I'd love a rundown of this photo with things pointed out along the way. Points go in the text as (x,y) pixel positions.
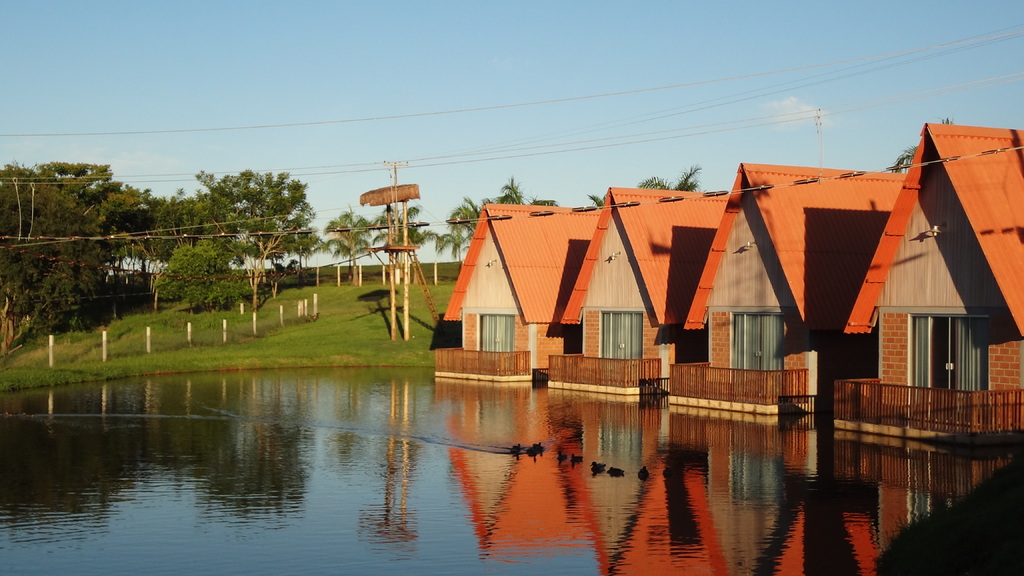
Here we can see water (652,541), houses (593,308), poles (405,305), wires (412,222), and trees (134,202). In the background (873,116) there is sky (856,134).
